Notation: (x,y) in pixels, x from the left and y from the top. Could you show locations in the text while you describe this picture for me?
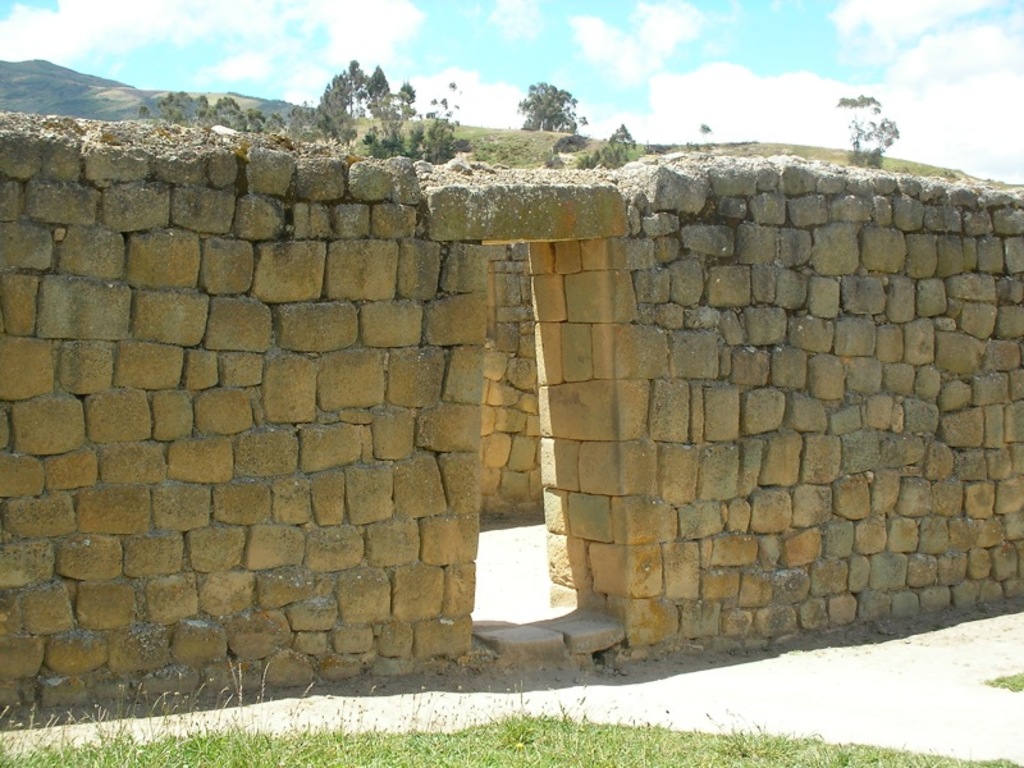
In this image we can see a wall (598,545) build with some stones (563,568). We can also see grass (622,736) and some plants (631,157). On the backside (527,369) we can see a wall (522,356), a group of trees (370,139), the hills (4,87) and the sky (594,8) which looks cloudy.
